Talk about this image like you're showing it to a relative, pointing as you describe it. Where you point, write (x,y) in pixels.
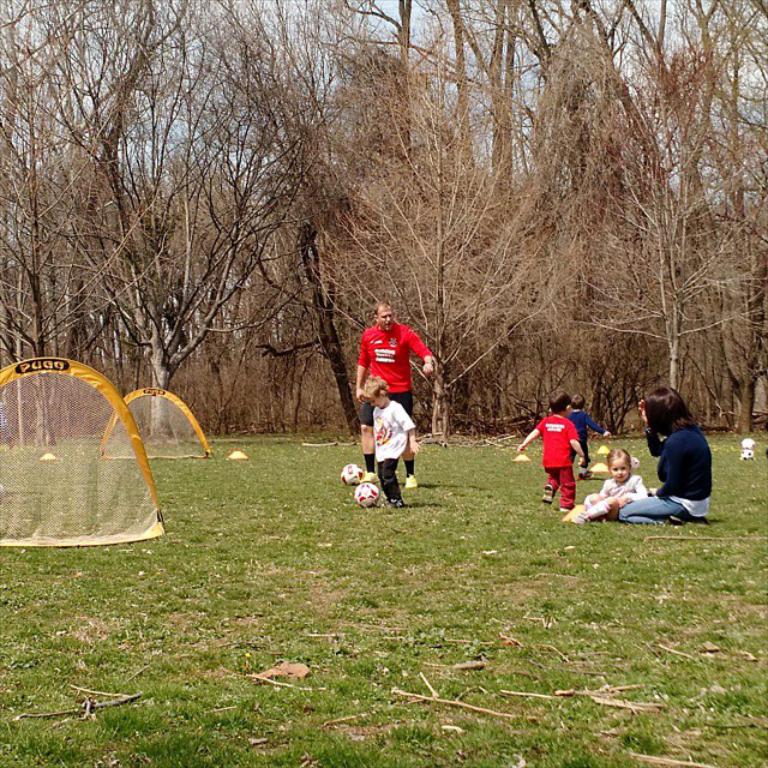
This picture shows a man (363,423) standing and three boys (564,486) playing with the ball (348,475) and we see a woman (680,474) and a girl (599,512) seated and we see trees (404,51) and a green grass (308,550).
